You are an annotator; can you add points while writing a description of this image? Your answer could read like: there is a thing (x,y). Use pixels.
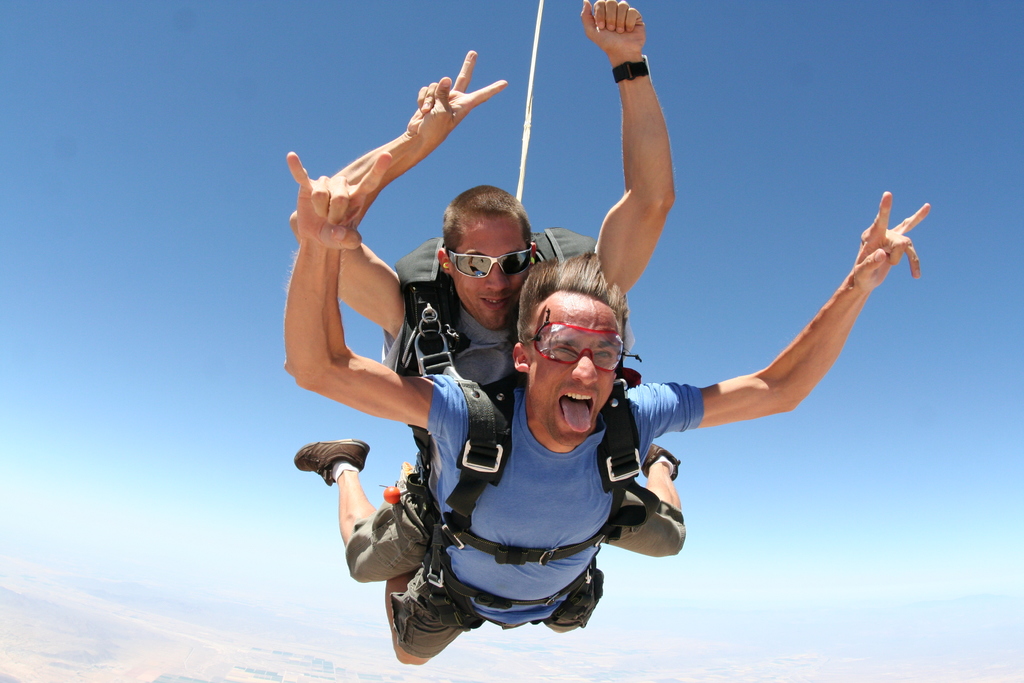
In this image there are two men (457,413) who are flying in the air by wearing the parachute (432,246). They are lying on one above the other.
